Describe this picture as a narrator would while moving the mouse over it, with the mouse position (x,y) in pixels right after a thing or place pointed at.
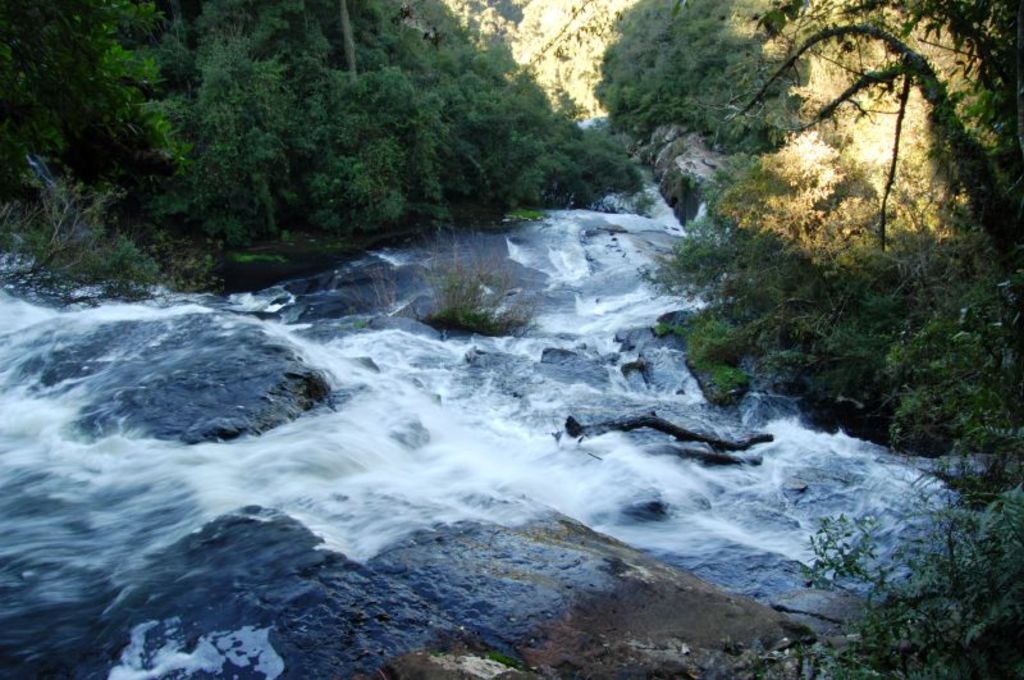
In this image I see the rocks (416,297), water (329,465) and I see number of trees (418,163).
